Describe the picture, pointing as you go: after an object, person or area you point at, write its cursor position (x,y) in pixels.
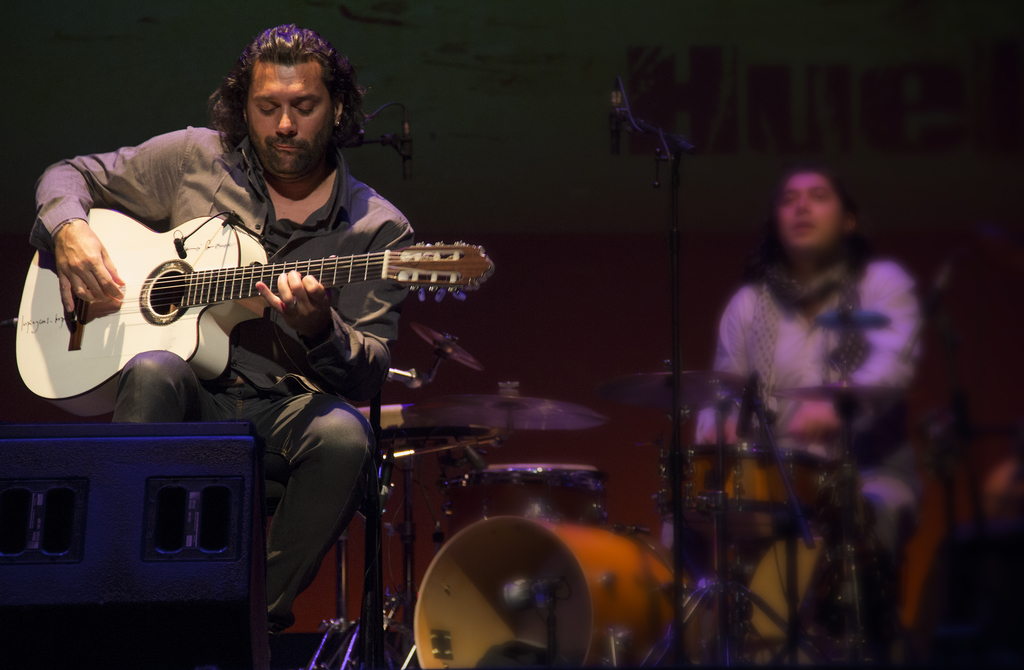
In this picture there is a person (143,201) who is sitting on the chair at the left side of the image (179,224), by holding the guitar (109,213) in his hands (77,245) and there is a drum set (431,330) at the center of the image (468,425) and there is a person (843,180) who is sitting at the right side of the image (792,304), he is playing the drum (766,481).
